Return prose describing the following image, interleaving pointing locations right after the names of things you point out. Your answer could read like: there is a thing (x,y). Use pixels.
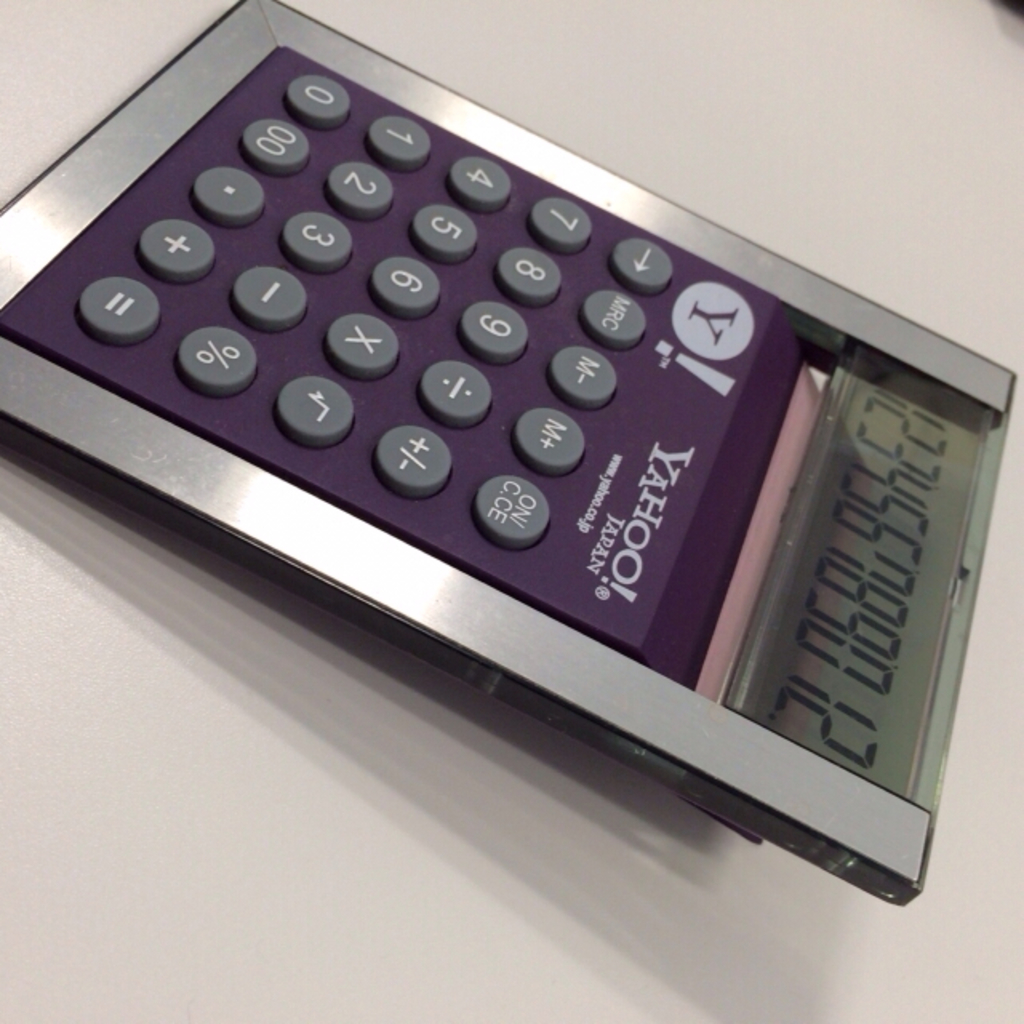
In this picture there is a calculator (540,410) on the table (509,839). There is a screen (929,416) on the screen (819,596) there are numbers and there is a text (619,482) and logo (746,322) and there are buttons (599,364) with numbers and signs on the calculator (370,338).
